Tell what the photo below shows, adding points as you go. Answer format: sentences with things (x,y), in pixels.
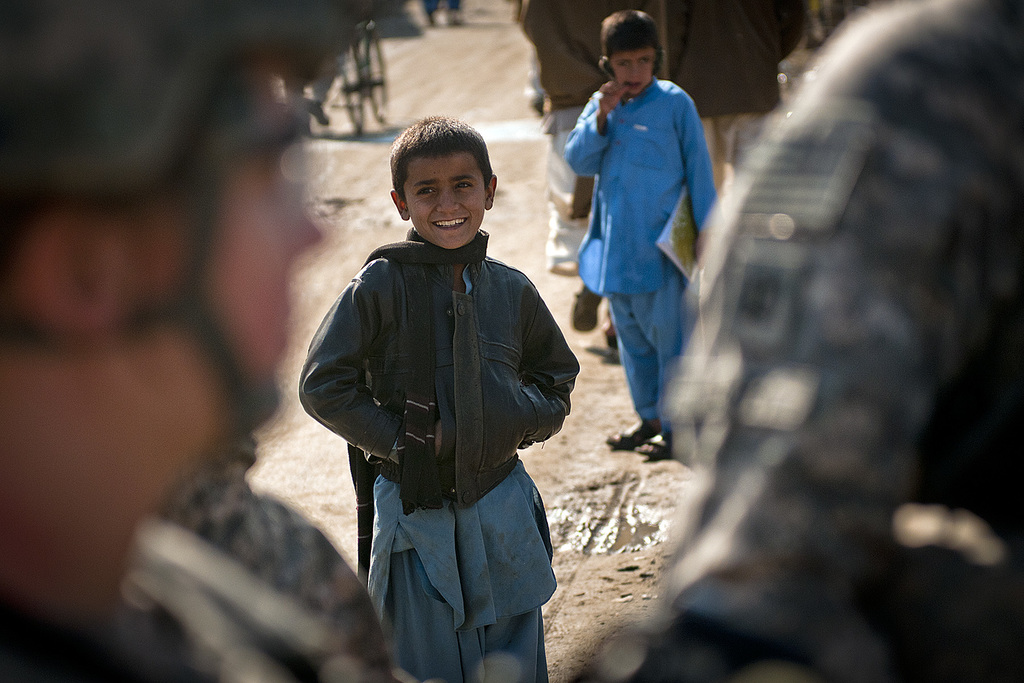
In the foreground of the image (768,663) there are two people (327,616). In the background of the image (434,58) there is road (423,66). There are people (594,98) on walking the road (500,133). In the center of the image (343,306) there is a boy (530,490) wearing a jacket (352,370).
